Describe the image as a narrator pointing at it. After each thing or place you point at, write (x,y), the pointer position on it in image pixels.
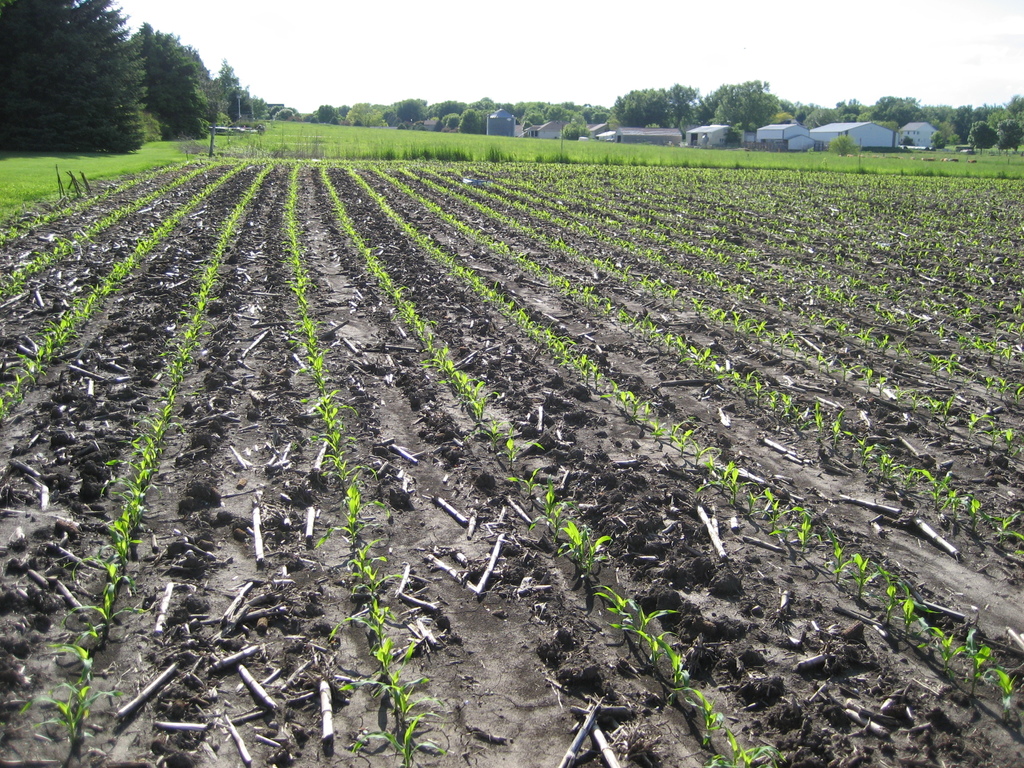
In this image there is the sky (579,33), there are trees (856,108), there are houses (766,129), there are grass (519,144), there are plants (325,166) planted in the soil (447,438).
